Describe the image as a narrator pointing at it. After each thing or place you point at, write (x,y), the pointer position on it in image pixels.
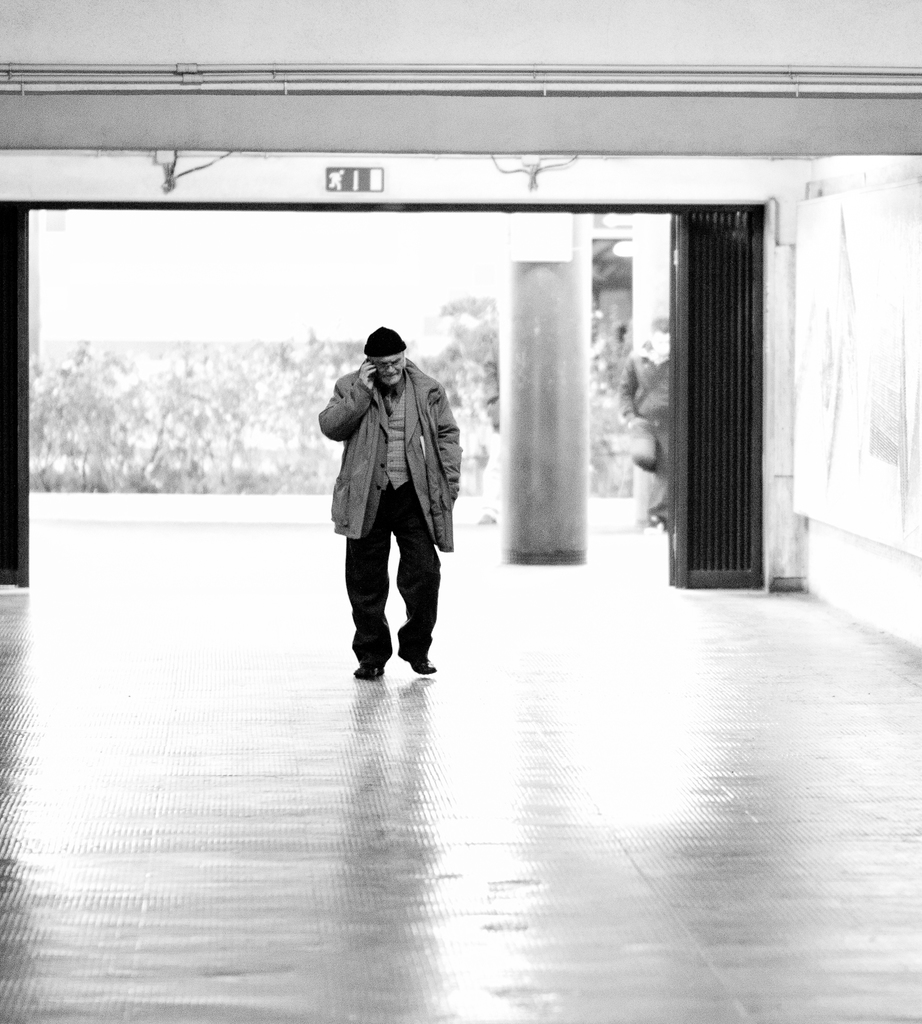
In the picture I can see a man (356,408) walking on the floor (264,536) and looks like he is speaking on a mobile phone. He is wearing a jacket (375,408) and there is a cap (372,353) on his head (375,334). I can see the pillar (508,398) on the right side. In the background (473,387), I can see the plants (411,356). These are looking like metal pipelines (499,65) on the wall (495,58) at the top of the picture (475,68).
